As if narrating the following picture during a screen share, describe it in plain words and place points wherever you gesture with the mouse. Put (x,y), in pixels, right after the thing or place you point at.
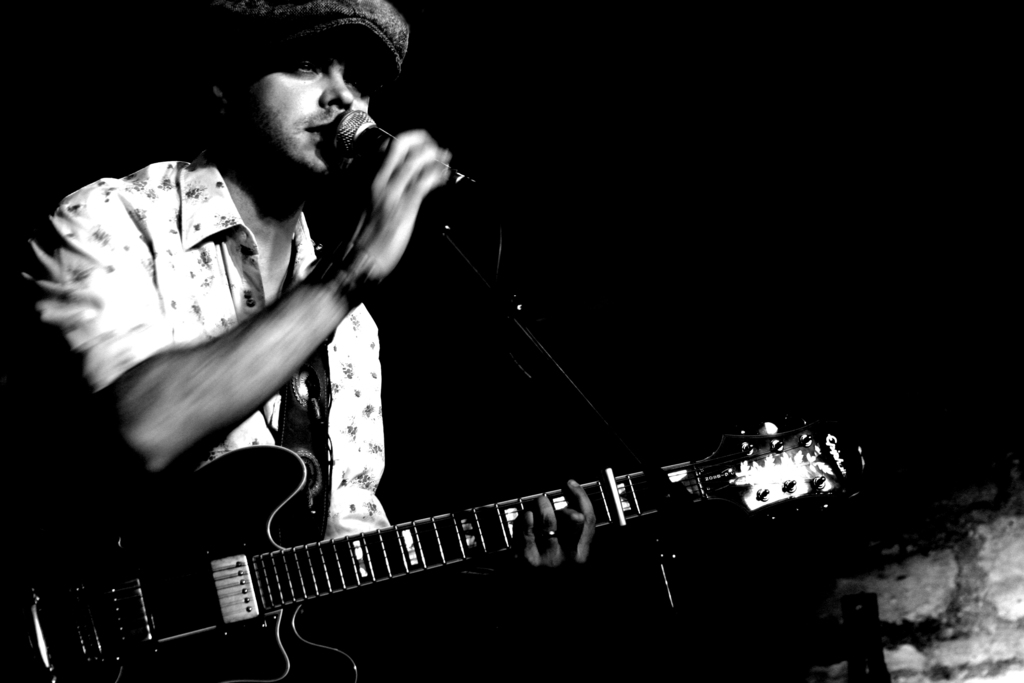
In this picture, In the left side (139,307) there is a man (151,279) standing and he is holding a music instrument (721,489) which is in black color and singing in microphone (385,142).
